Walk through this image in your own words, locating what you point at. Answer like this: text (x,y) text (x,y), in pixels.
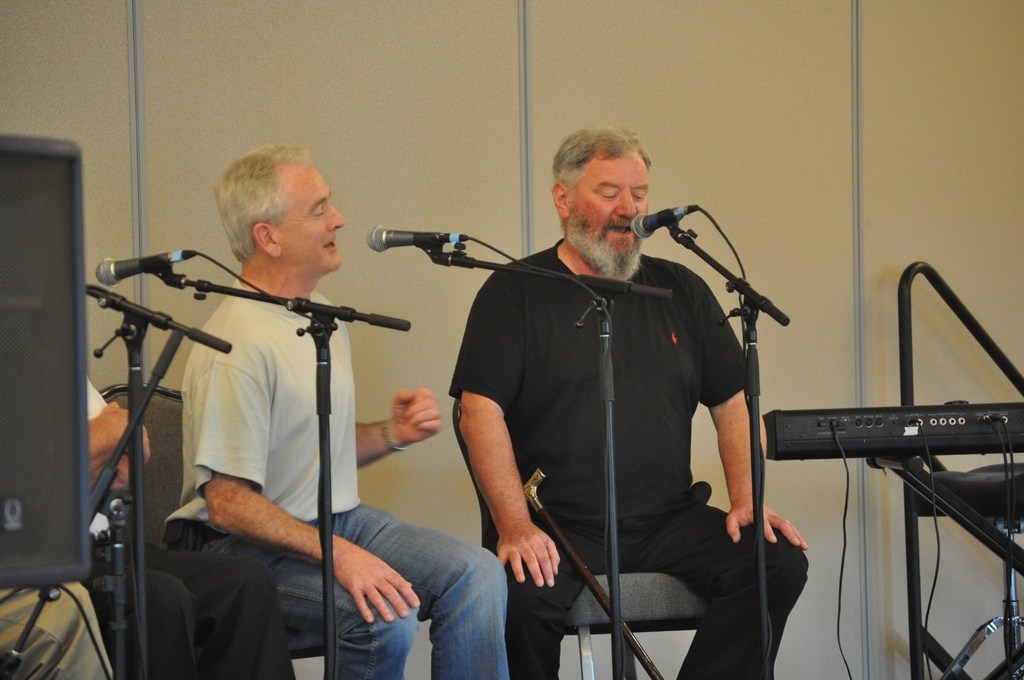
This image consists of 2 persons (515,466). They are singing something. There are mikes (606,395) in the middle (375,245). There are some musical instruments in this image.
